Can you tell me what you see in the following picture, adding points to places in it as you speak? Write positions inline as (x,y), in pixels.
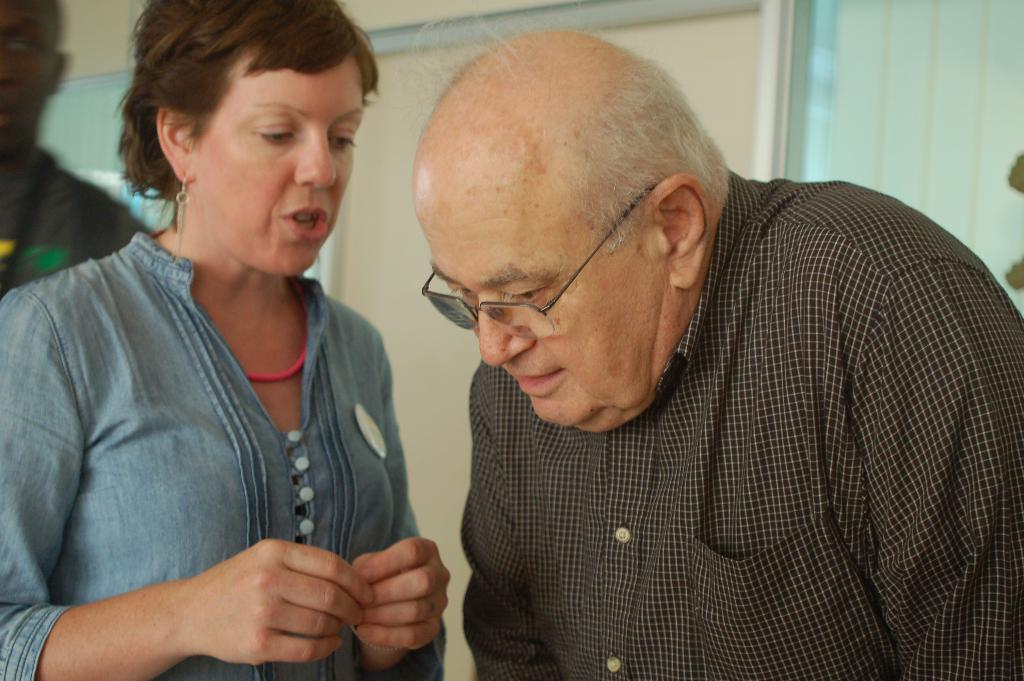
In this picture we can see a man (965,449) wore a spectacle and beside him a woman (339,320) talking and in the background (51,79) we can see a man (37,209), wall (342,230), curtain (939,93).
